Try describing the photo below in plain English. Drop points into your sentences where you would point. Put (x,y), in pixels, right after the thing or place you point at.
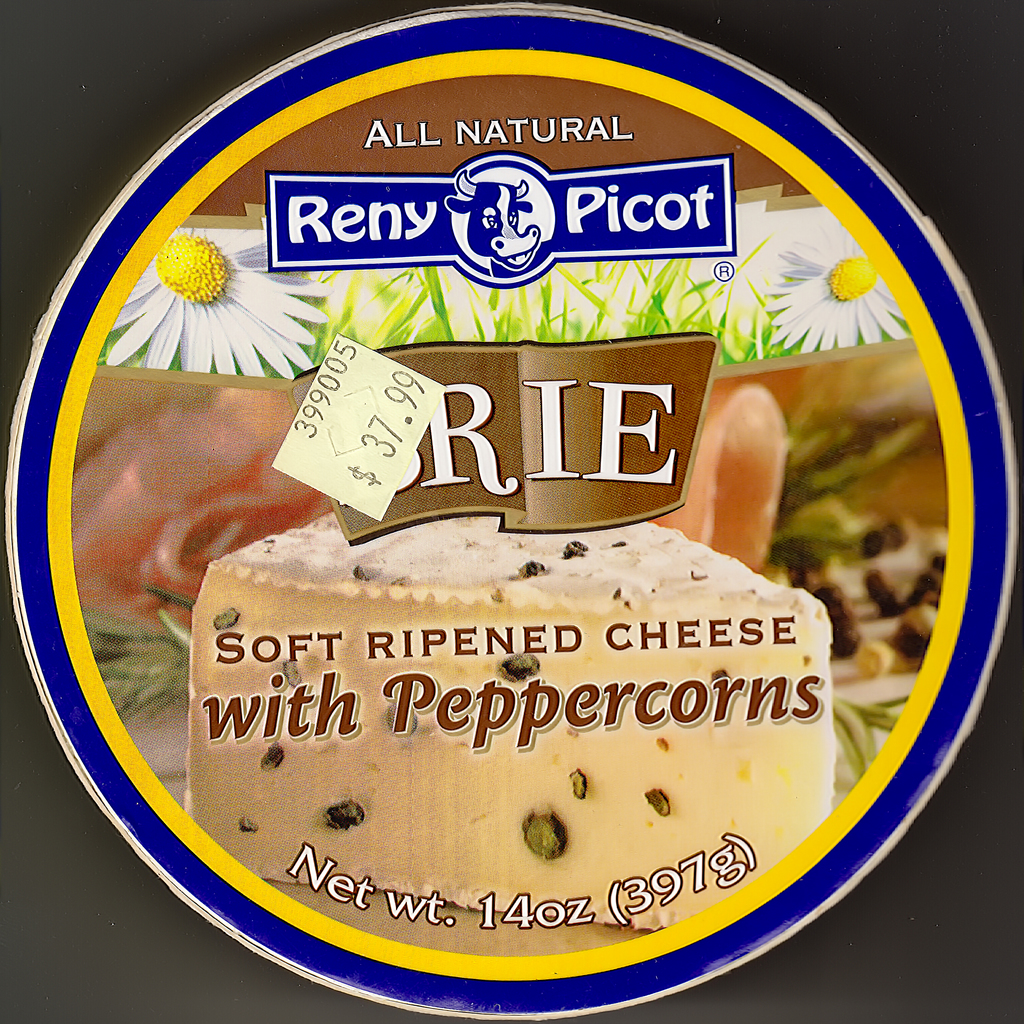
In this image All natural reny picot and soft ripened cheese with peppercorns is written with a net weight of 397gms and priced 37. 99$, there are flowers (832,267) and cheese (204,594) on it and it is round in shape.
